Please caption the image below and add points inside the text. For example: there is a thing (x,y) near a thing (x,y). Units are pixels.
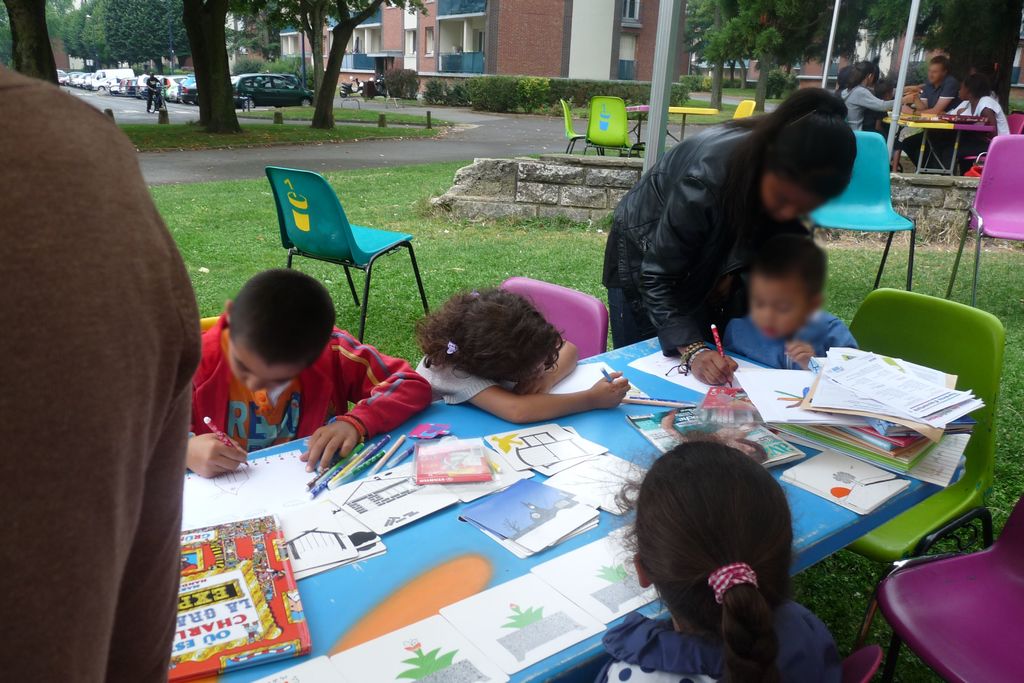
The picture is taken outdoor in front of the buildings (560,26) where there are people (865,129) sitting on the chairs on the right corner of the picture (899,122) and in the middle of the picture (519,325) there are children (763,472) sitting on the chairs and writing something on the table (437,573) and one woman (713,293) is standing in black dress (673,210) and there are trees (83,47) and vehicles (124,86) on the road (124,101) and one person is sitting on the bike (159,94).
